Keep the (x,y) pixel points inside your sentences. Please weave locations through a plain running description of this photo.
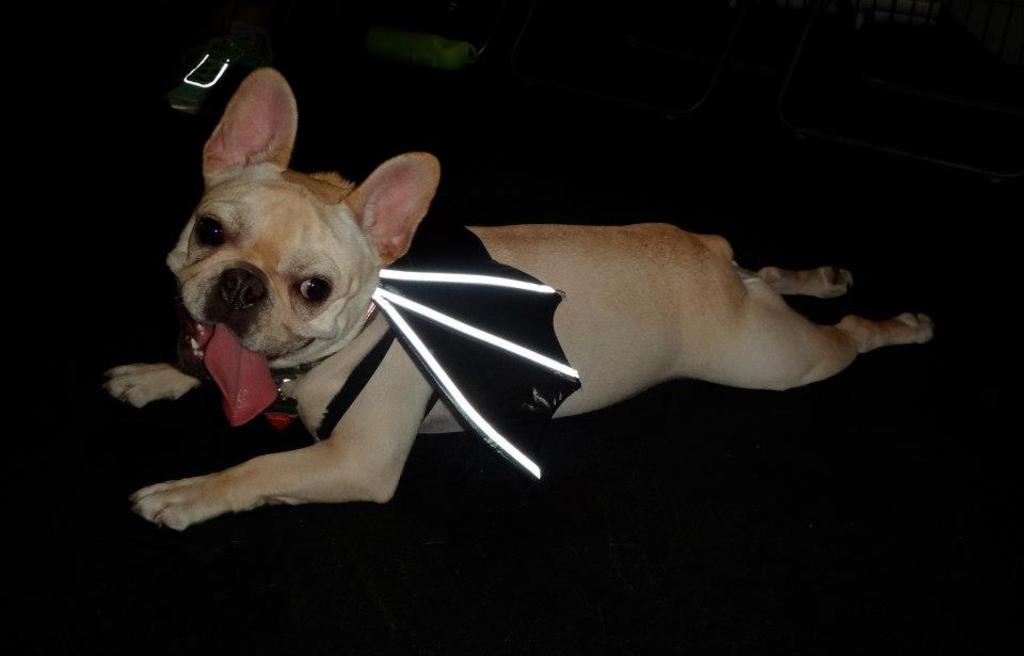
In the center of the image (446,287) we can see a dog (689,347) lying on the black color surface (554,535).
